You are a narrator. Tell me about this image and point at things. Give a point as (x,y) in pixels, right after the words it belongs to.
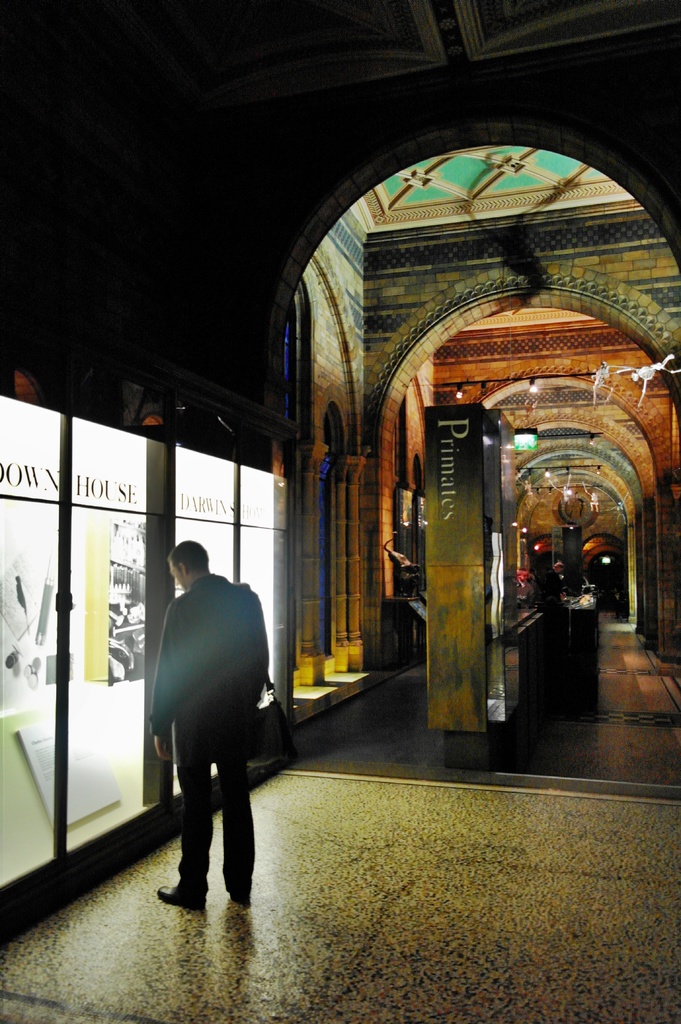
There is a man (211,634) wearing a bag (273,711). Near to him there are glass walls (82,563). Through the glass wall (130,560) we can see posters (18,634) and something written on that. In the back (371,282) there are arches (510,288), lights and many other things (566,497). On the ceiling (533,178) there are decorations (527,14).
